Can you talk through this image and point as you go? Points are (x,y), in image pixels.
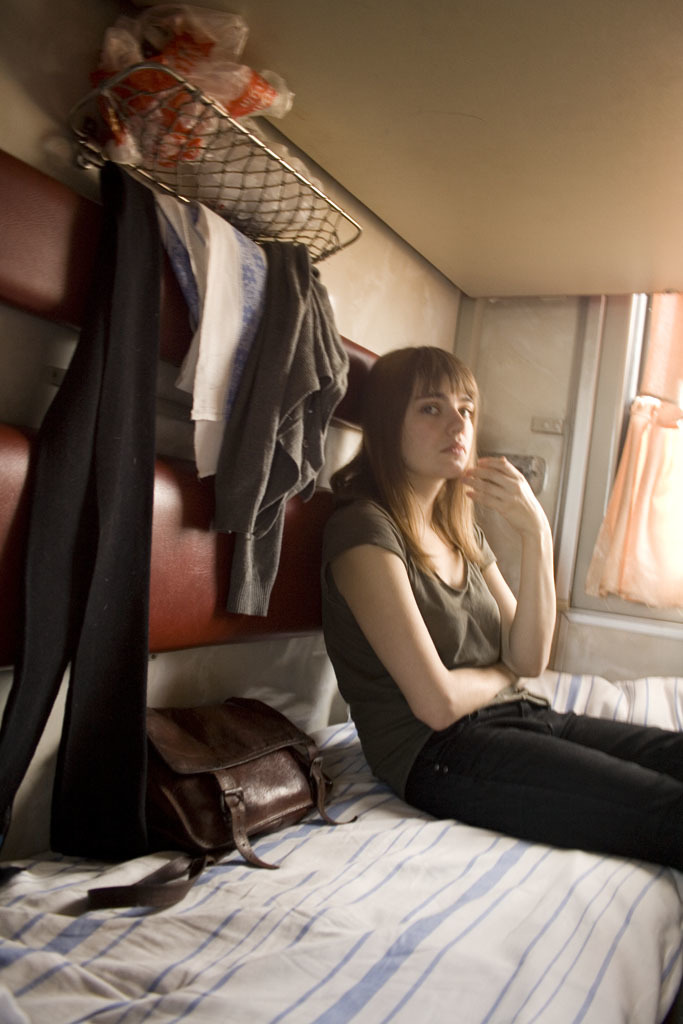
Here we can see one women (483,634) sitting on a bed (462,834). We can see a handbag (301,789) here. We can see few jackets (117,292) hanged on a stand (229,211). This is a plastic cover (222,38). We can see window (662,523) with curtains (646,552).
